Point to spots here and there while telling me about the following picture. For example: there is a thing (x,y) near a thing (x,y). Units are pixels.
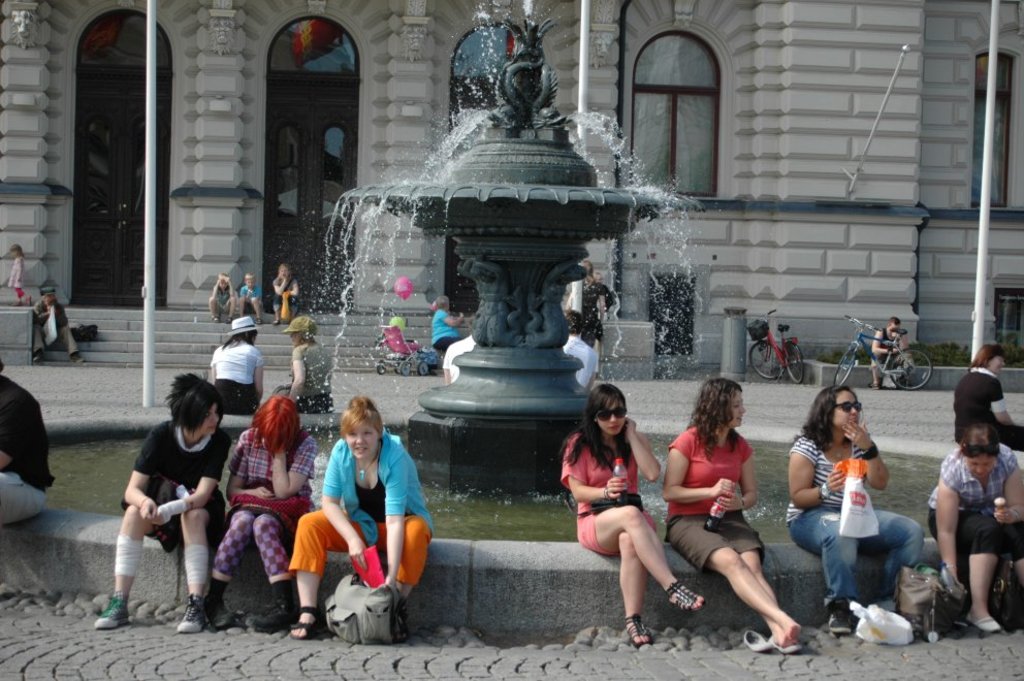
In this image we can see there are a few people (627,580) sitting on the wall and holding cover (847,499), bottles (704,523) and card (366,563) and there are a few people (226,306) sitting on the stairs (303,315) and there are bicycles (840,375) on the road (919,390). We can see the fountain (476,146), building (143,282) and poles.
